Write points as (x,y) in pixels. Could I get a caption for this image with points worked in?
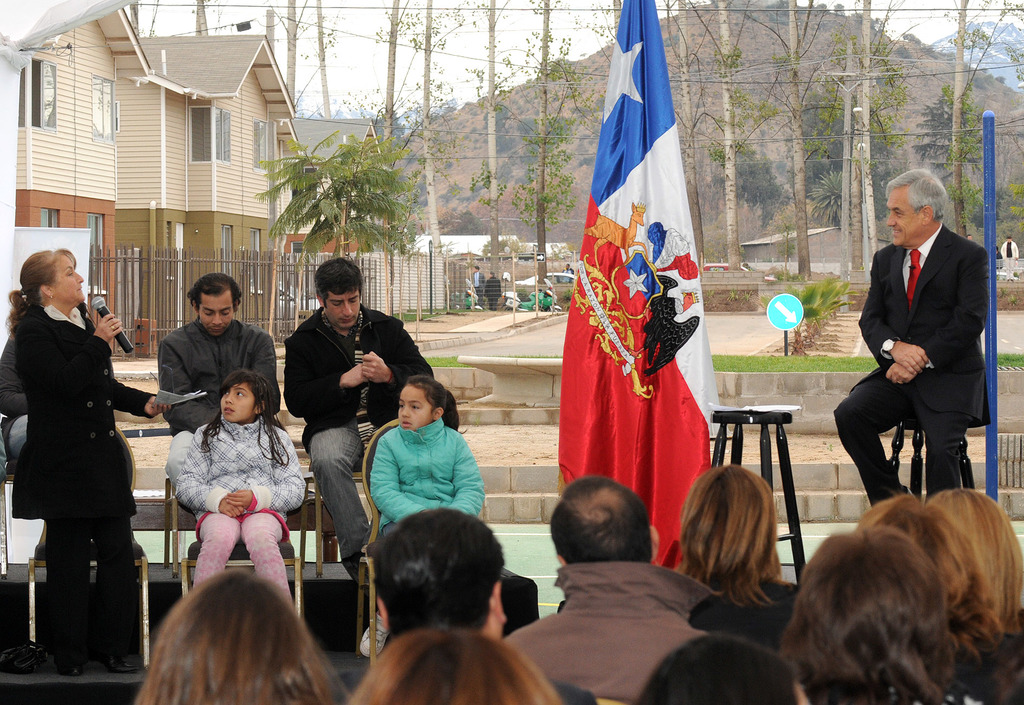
In the foreground (449,479) I can see a group of people (588,549) are sitting on the chairs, on stools (918,446) and one person (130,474) is holding a mike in hand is standing. In the background (798,362) I can see flag poles (665,374), grass (775,365), sign boards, fence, house plants (794,348), trees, buildings (226,191), mountains (717,108), wires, vehicles (534,279) on the road (471,347), crowd (493,304) and the sky (227,4). This image is taken may be during a day.
